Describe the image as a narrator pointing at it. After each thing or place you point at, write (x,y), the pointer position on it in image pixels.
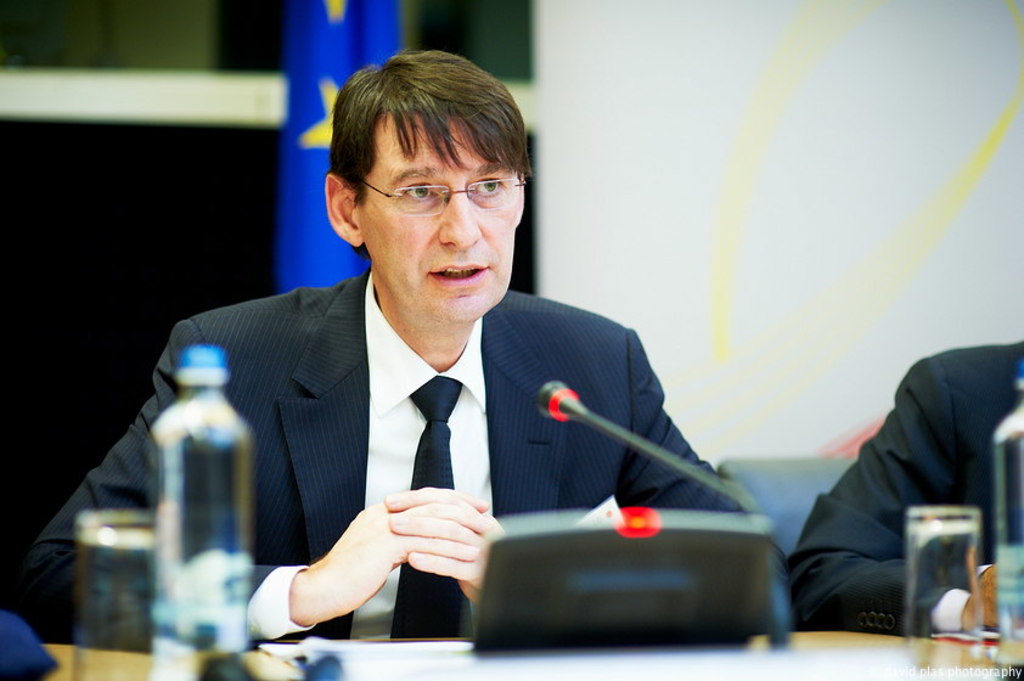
In the picture one person (513,499) is sitting in the chair (773,514) and wearing a suit (592,485) and tie (435,465) and in front of him there is a table (244,663) on which water bottle (207,608), glasses (929,604) and microphone (737,585) are present and behind him there is one flag (292,78) and one wall (859,300) and beside him there is another person (898,481) is sitting.
